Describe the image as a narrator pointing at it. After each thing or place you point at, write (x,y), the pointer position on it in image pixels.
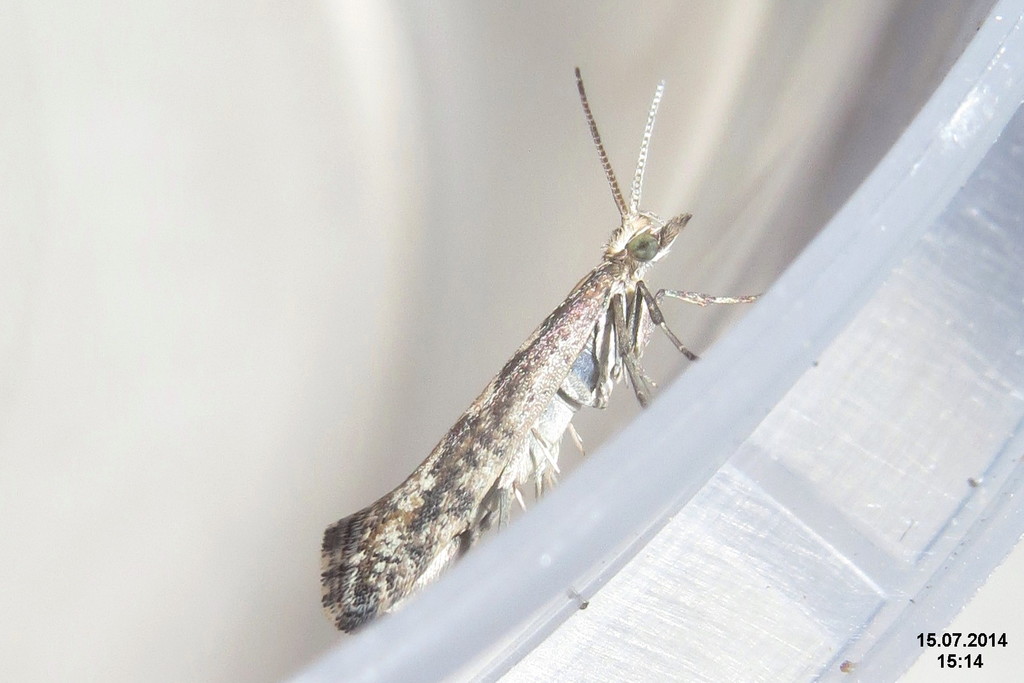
In this picture we can see an insect (565,427) in the front (571,426), there is a blurry background (176,91), there are some numbers (969,659) at the right bottom (967,648).
